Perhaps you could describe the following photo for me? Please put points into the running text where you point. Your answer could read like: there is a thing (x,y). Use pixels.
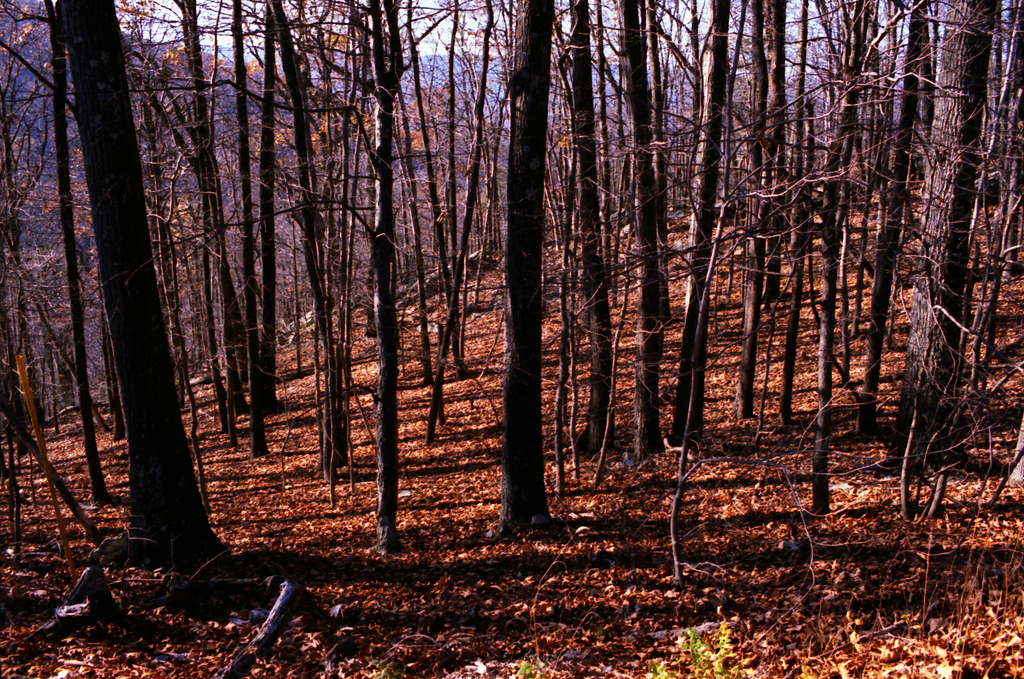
In this picture I can see some trees (50,225), some dry leaves (533,591) on the floor (500,635).
